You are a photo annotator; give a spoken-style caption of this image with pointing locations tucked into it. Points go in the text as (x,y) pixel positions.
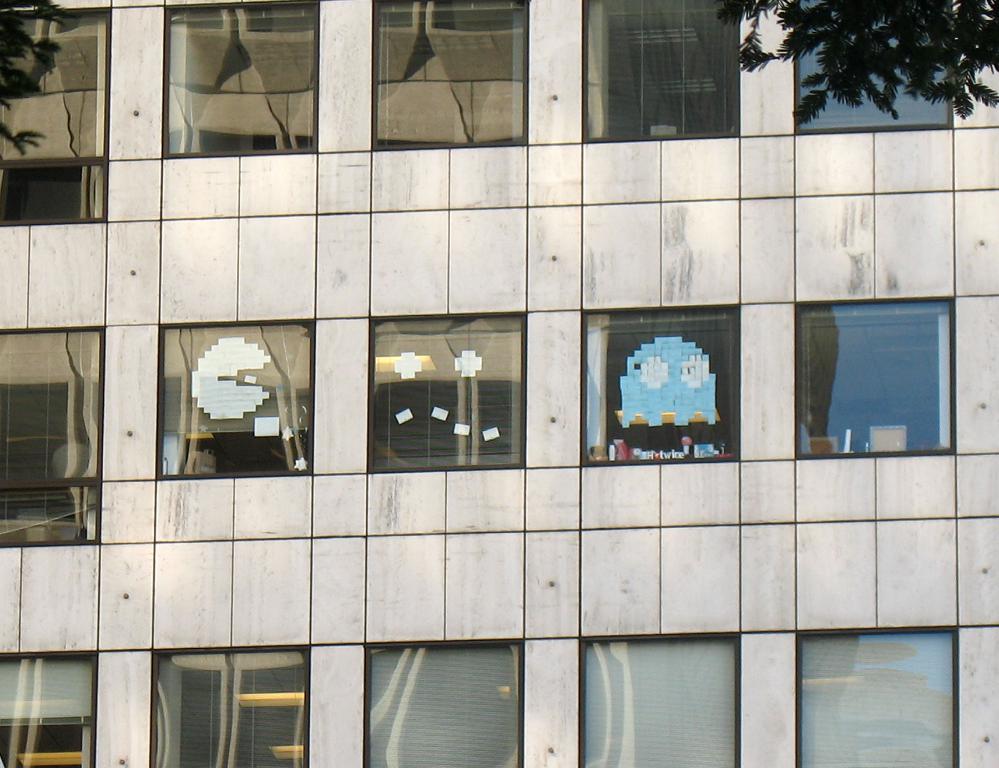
In this picture I can see there is a building (271,201) and it has few windows (258,458) and there are few stickers (407,413) pasted on the windows (683,406). There is a tree (950,23) at right side (964,39).
